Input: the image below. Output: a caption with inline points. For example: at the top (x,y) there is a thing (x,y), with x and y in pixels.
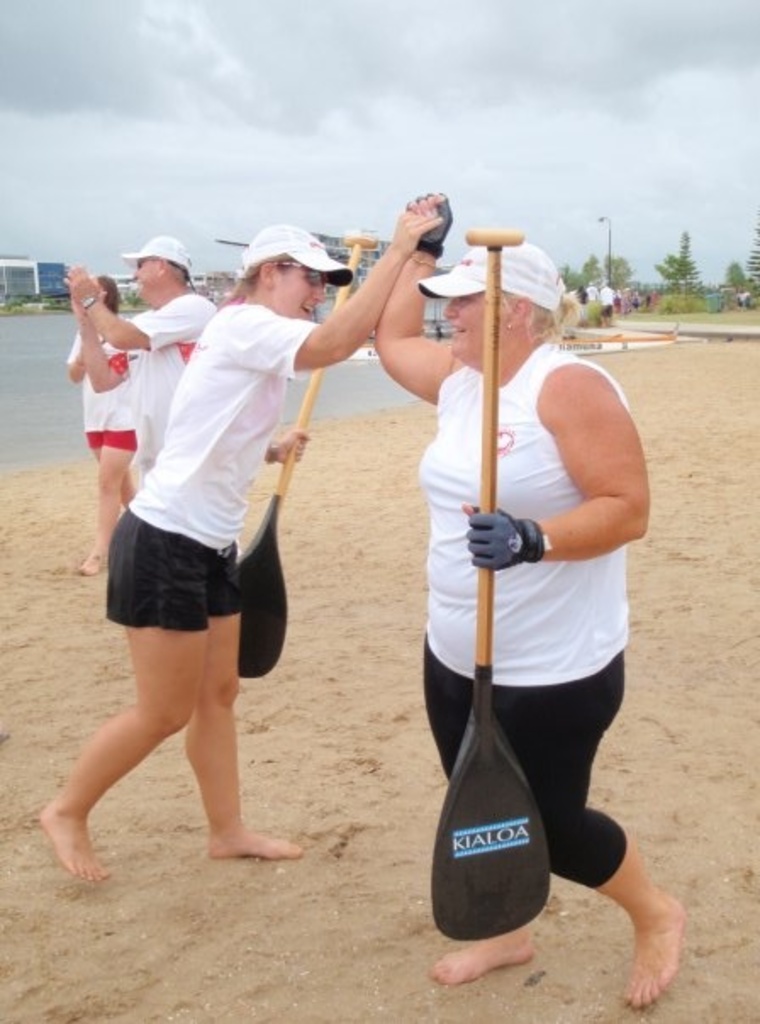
In the image there are few persons (166,479) in white t-shirts (521,646) and black shorts (562,725) holding paddles (478,834) standing on sandy land (91,582), in the behind there are some people (640,299) standing beside the grass land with trees (661,274) in front of it and there are buildings (57,281) on left side (42,284) and above its sky (263,90).
